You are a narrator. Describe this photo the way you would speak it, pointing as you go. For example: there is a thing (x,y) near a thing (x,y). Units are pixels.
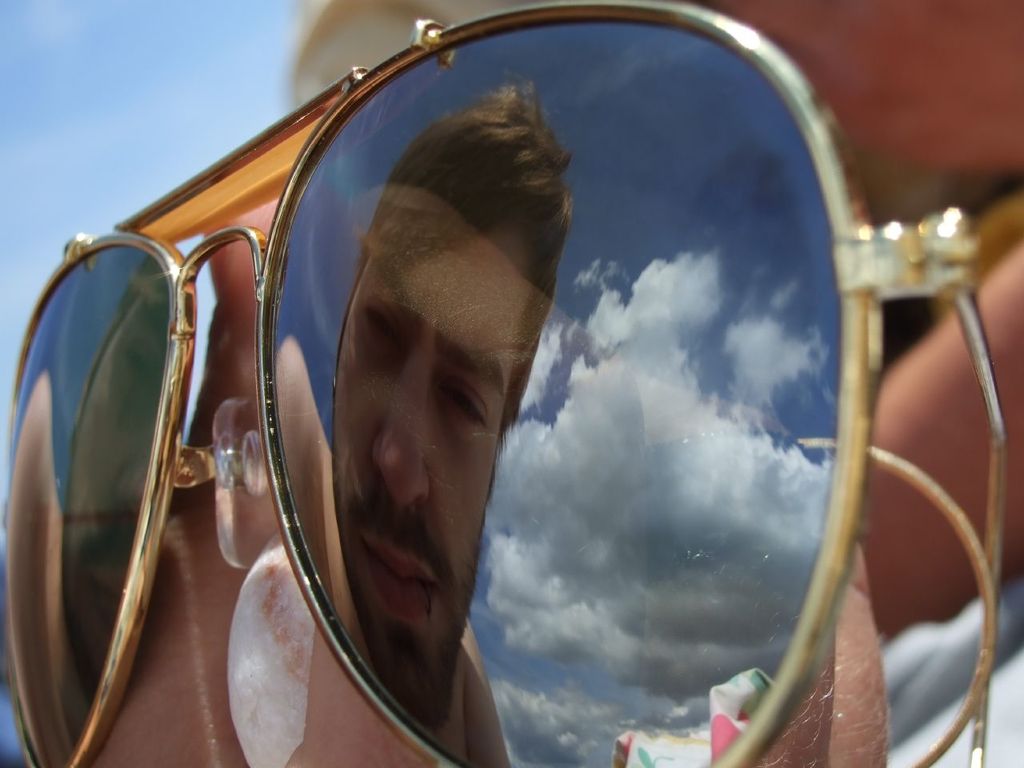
In this image in the foreground (141,481) there is one person (168,606) who is wearing goggles (524,479), and in the goggles (398,395) we could see the reflection (438,392) of one person (445,349) and on the top of the image (134,104) there is sky (133,128).
